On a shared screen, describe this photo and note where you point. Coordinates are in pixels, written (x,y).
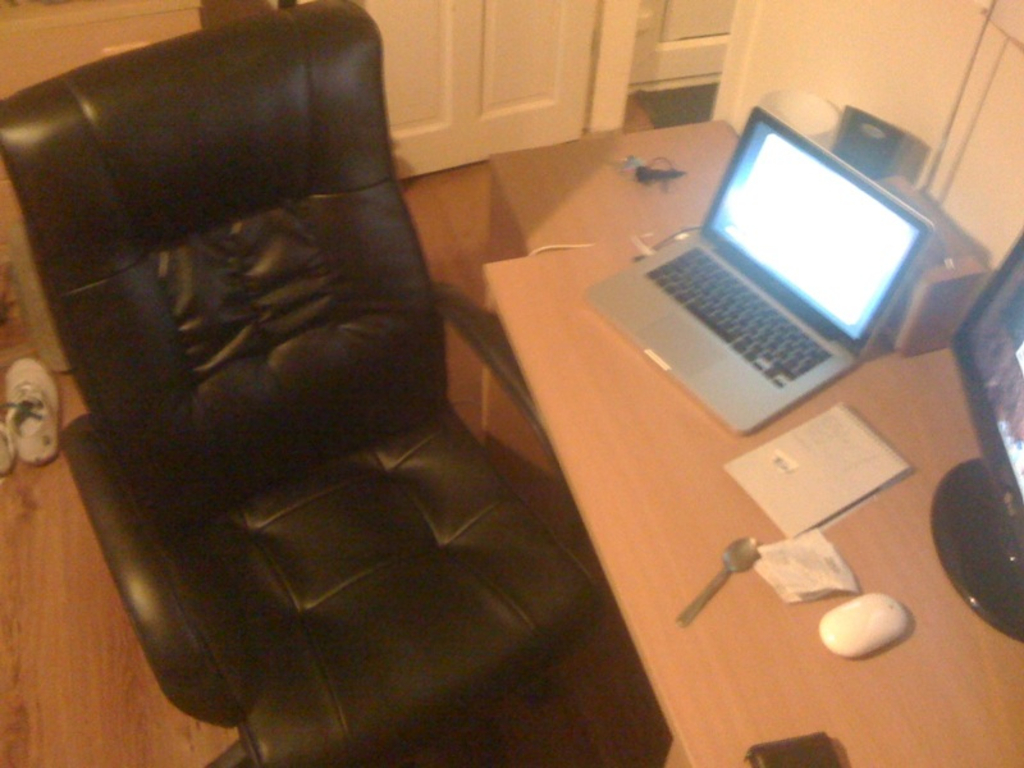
This picture is clicked inside the room (555,486). In the center (358,440) there is empty chair (284,443) which is black in colour. On the right side (806,287) there is a laptop (789,306) on the table (625,411), a spoon (747,565), paper (811,505) and at the bottom right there is a monitor (1018,412). In the background (556,78) white colour door (502,66) is open. At the left side (32,412) there is a shoes (34,410).
